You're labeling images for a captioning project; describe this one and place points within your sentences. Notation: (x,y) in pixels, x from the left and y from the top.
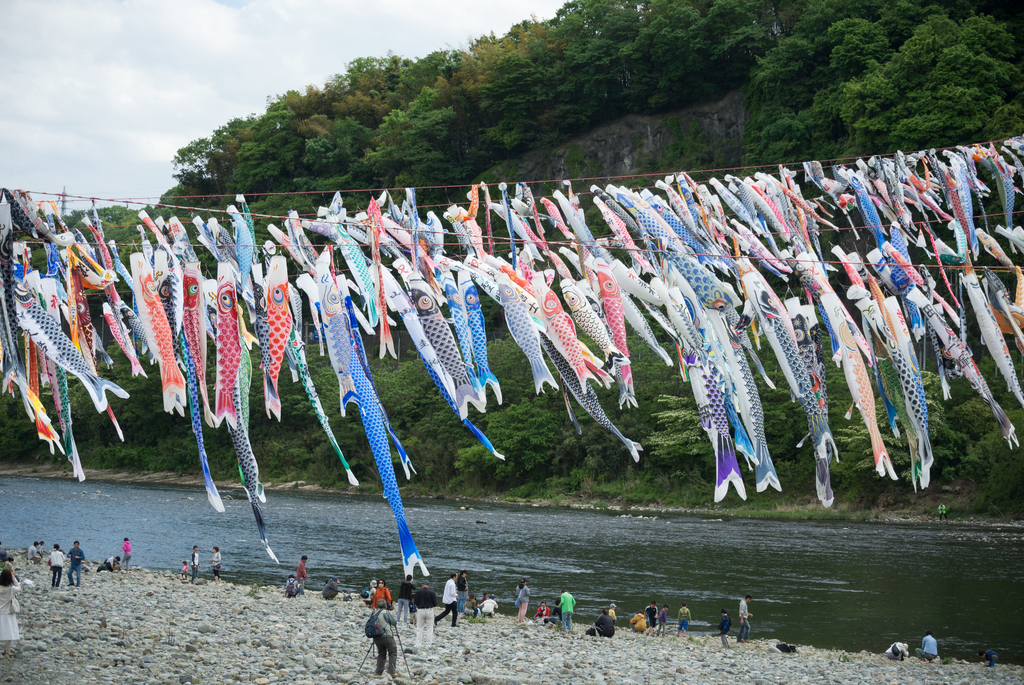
In this image we can see carp streamers (703,248) hanged to the ropes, hills (507,93), trees (382,104), sky (124,94) with clouds (80,131), river (116,495) and persons (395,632) sitting and standing on the beds (205,618) of river (88,518).
